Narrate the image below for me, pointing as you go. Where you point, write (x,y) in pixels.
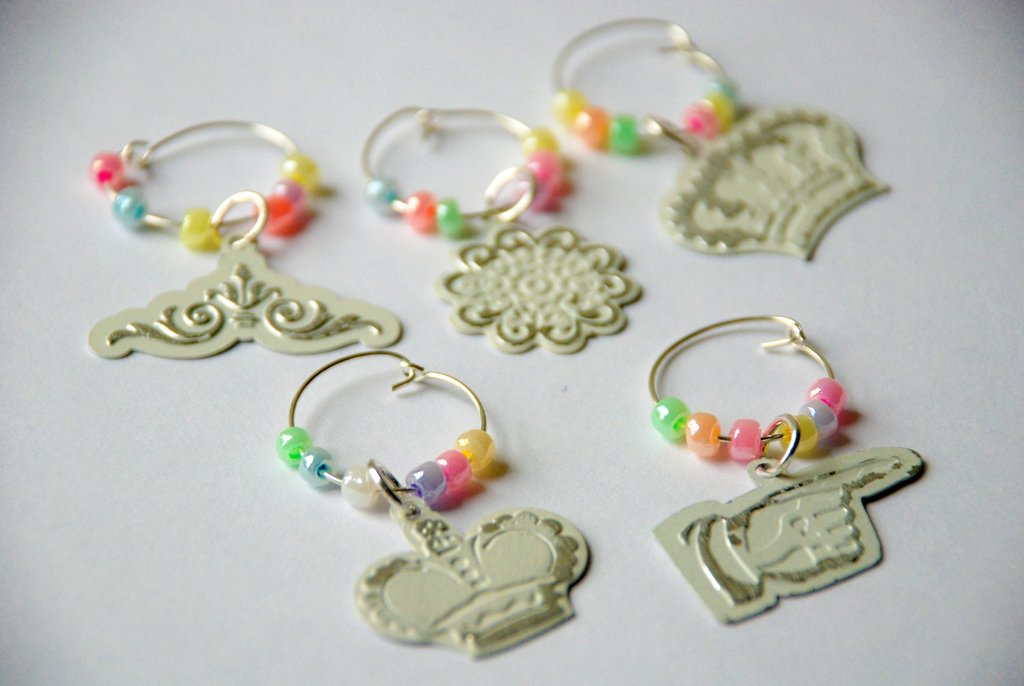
In this image there are five earrings (216,123) on an object (59,66).
